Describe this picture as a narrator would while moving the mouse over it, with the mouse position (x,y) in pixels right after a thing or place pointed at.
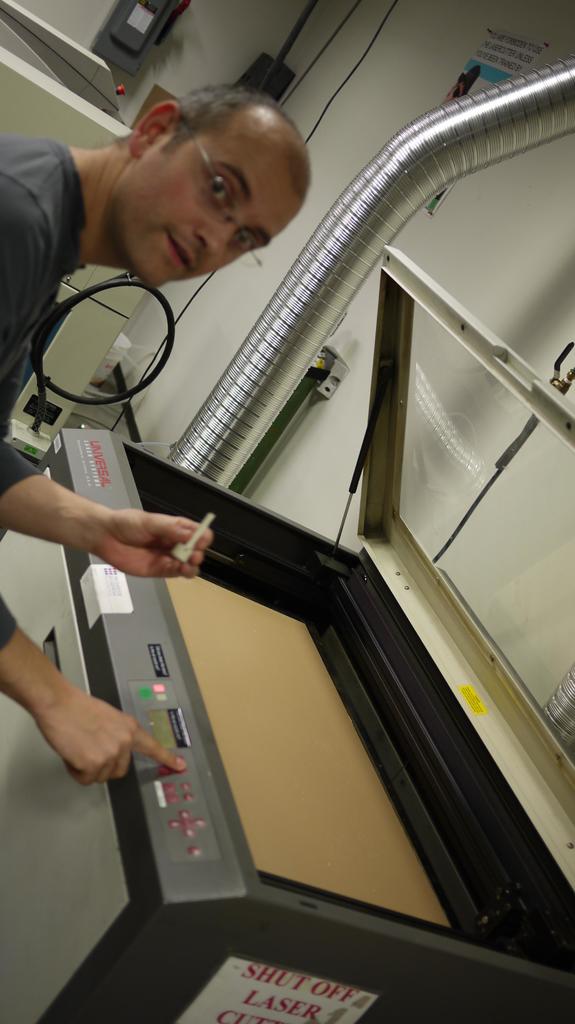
In this picture we can see a person (63,252) operating a machine (66,872), side we can see some pipes (290,335) and we can see wall (306,225).
